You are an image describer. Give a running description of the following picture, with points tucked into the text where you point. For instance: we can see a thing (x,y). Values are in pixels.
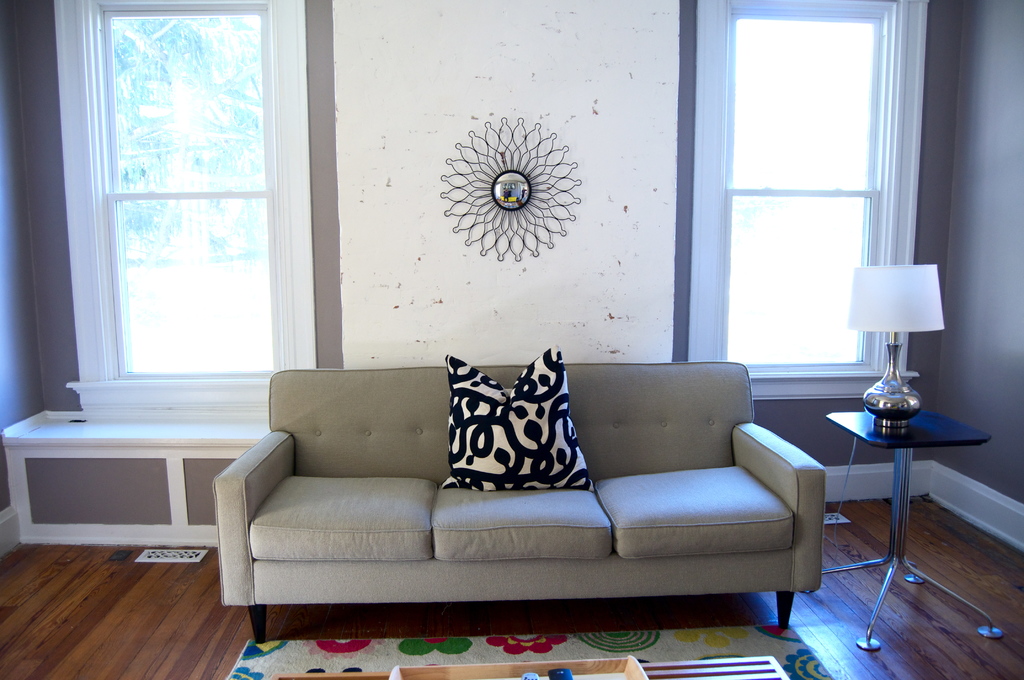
In this image we can see pillow (499,472) on the sofa (600,426). On the right side of the image (866,323) we can see table lamp (907,318) on the table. In the background (979,322) we can see windows (836,220) and wall (622,145).
